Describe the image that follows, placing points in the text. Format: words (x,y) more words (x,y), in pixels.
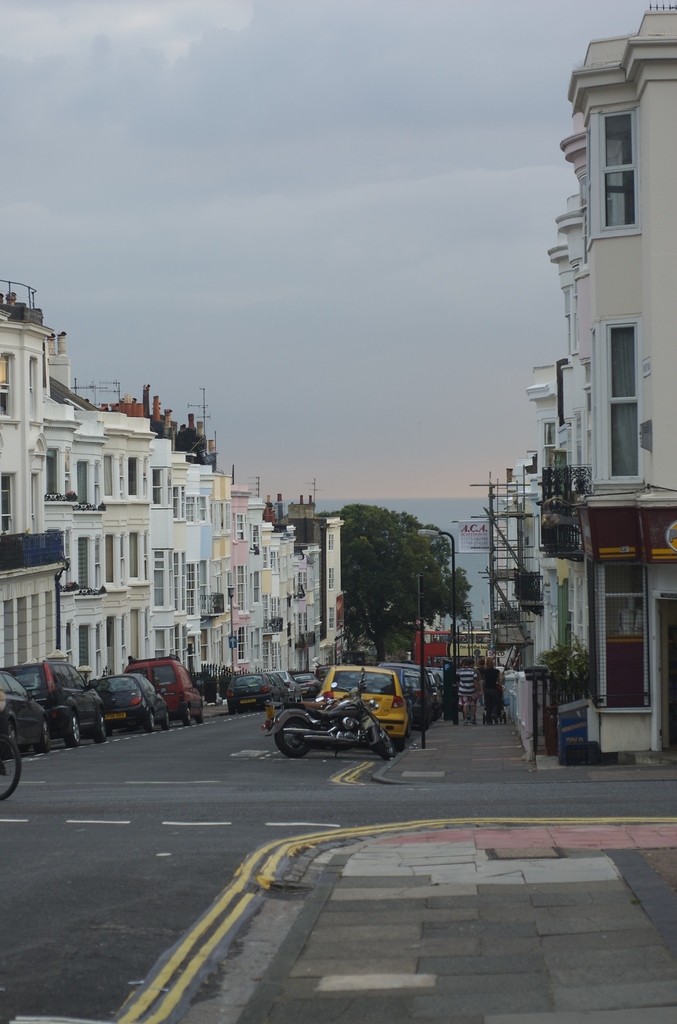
This is a street view. I can see the buildings (302,598) on the right (519,545) and left sides of the image. I can see trees (368,604) and poles (439,534) in the center of the image (421,588). Vehicles (279,709) on the road (327,799), and a footpath (377,860) with a pavement (429,911) and at the top of the image (288,186) I can see the sky (323,263).
